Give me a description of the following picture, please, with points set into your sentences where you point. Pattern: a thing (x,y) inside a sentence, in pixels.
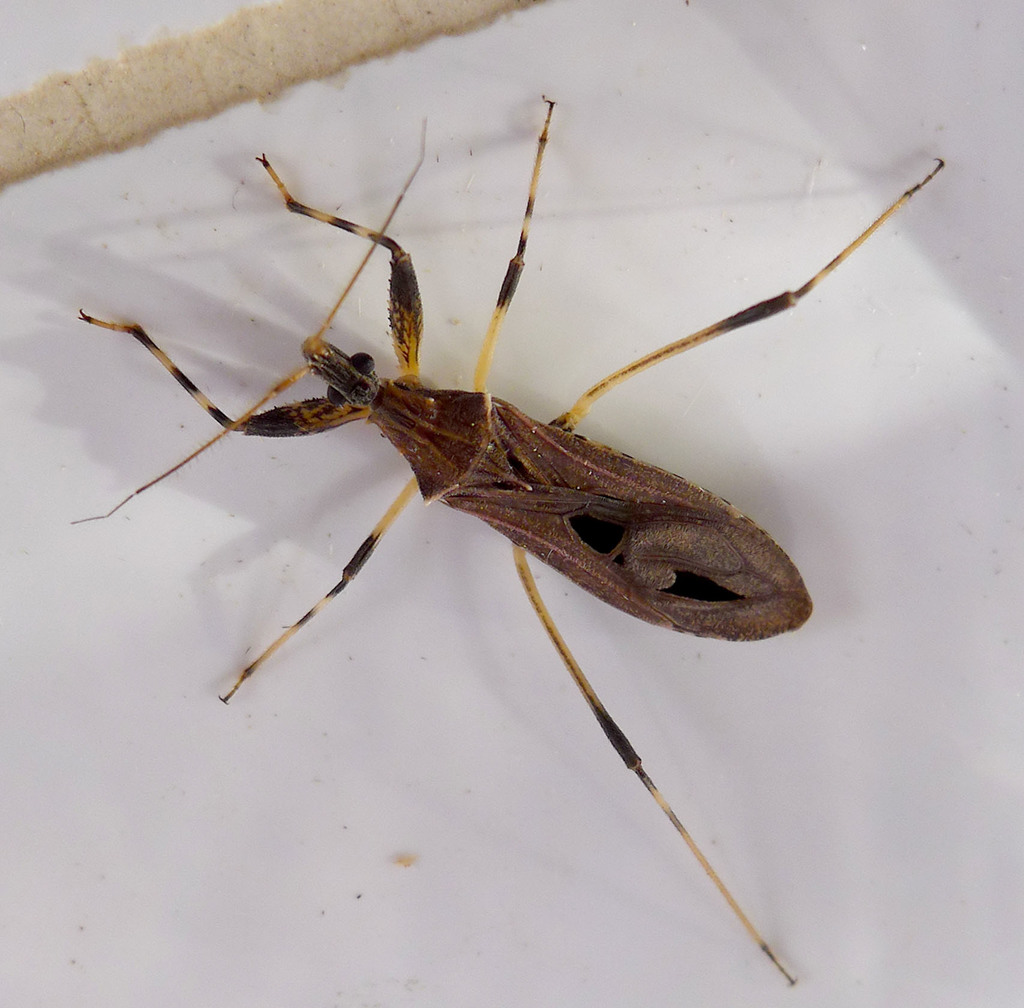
In this picture we can see a bug (656,487) in the front (515,437), there is a wall (386,85) in the background (430,82).
